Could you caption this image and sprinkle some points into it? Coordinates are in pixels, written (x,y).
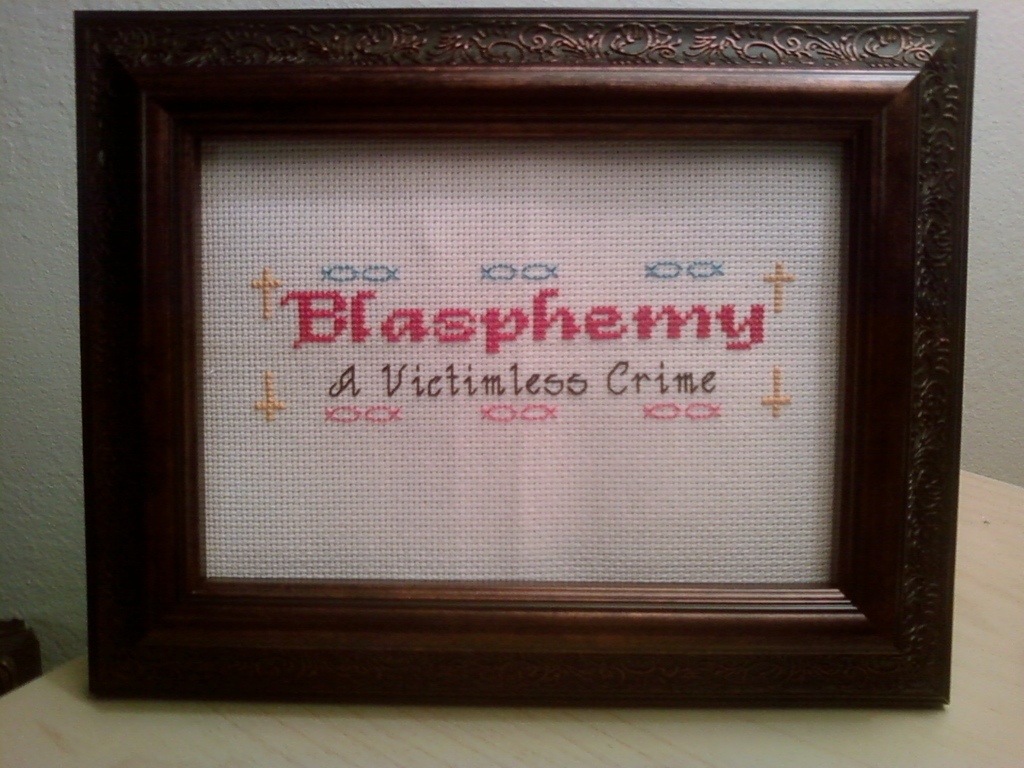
In this image I can see a frame (457,434). On the frame (474,354) I can see something written on it. This frame (424,515) is on a wooden surface (75,672).
